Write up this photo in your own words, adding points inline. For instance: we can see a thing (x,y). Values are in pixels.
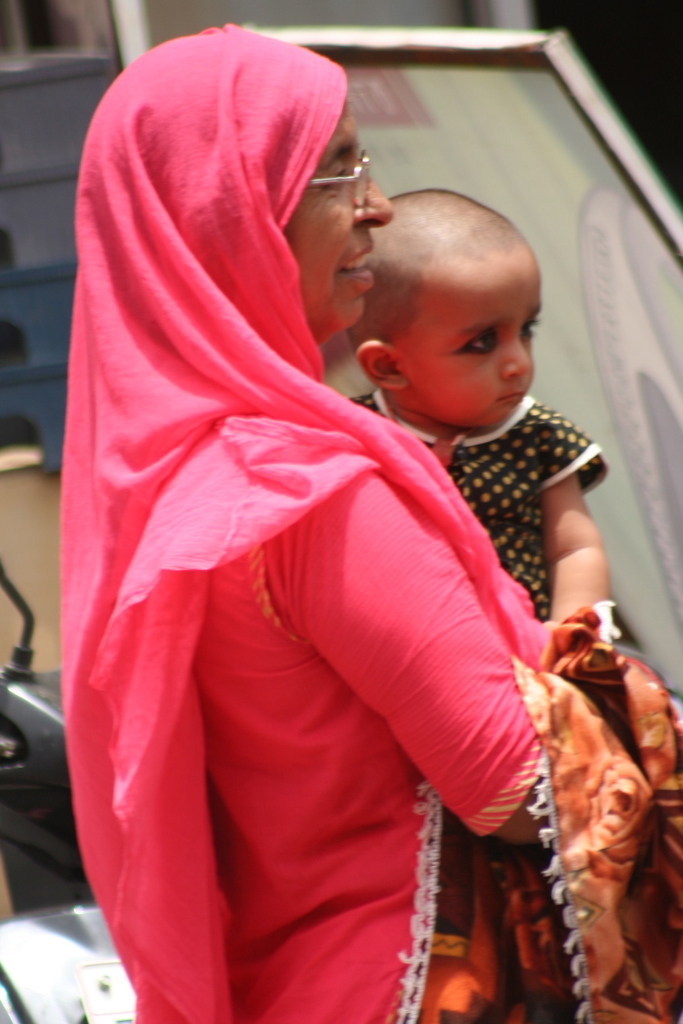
Here I can see a woman (241,631) standing, carrying a baby (524,505) in the hands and facing towards the right side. At the back of her I can see a board (576,202).
